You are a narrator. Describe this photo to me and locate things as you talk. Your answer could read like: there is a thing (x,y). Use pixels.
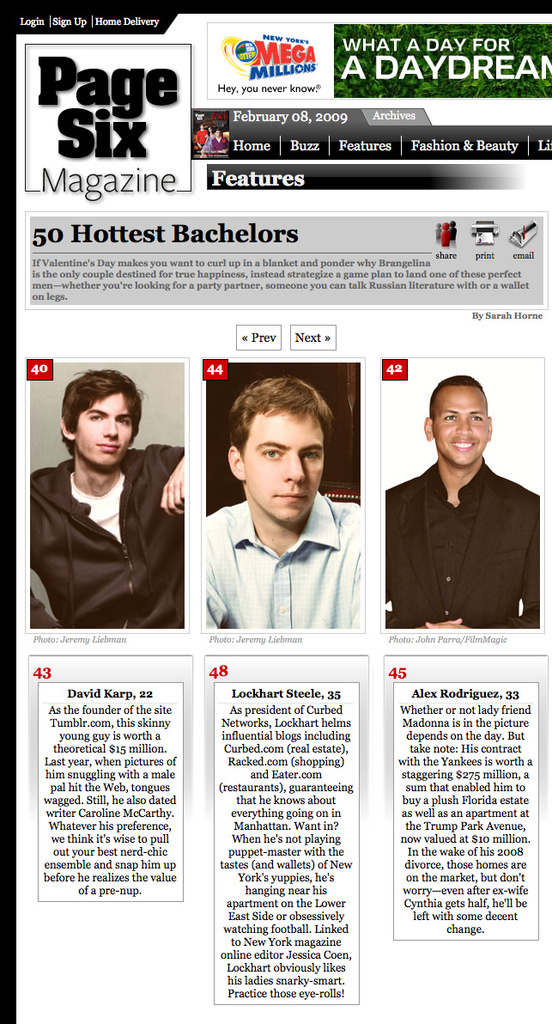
In this picture we can see a magazine paper (238,627), there are three persons (141,509) here, we can see some text (152,263) here, there is a logo (252,65) here, we can see title boxes (365,147) here.
